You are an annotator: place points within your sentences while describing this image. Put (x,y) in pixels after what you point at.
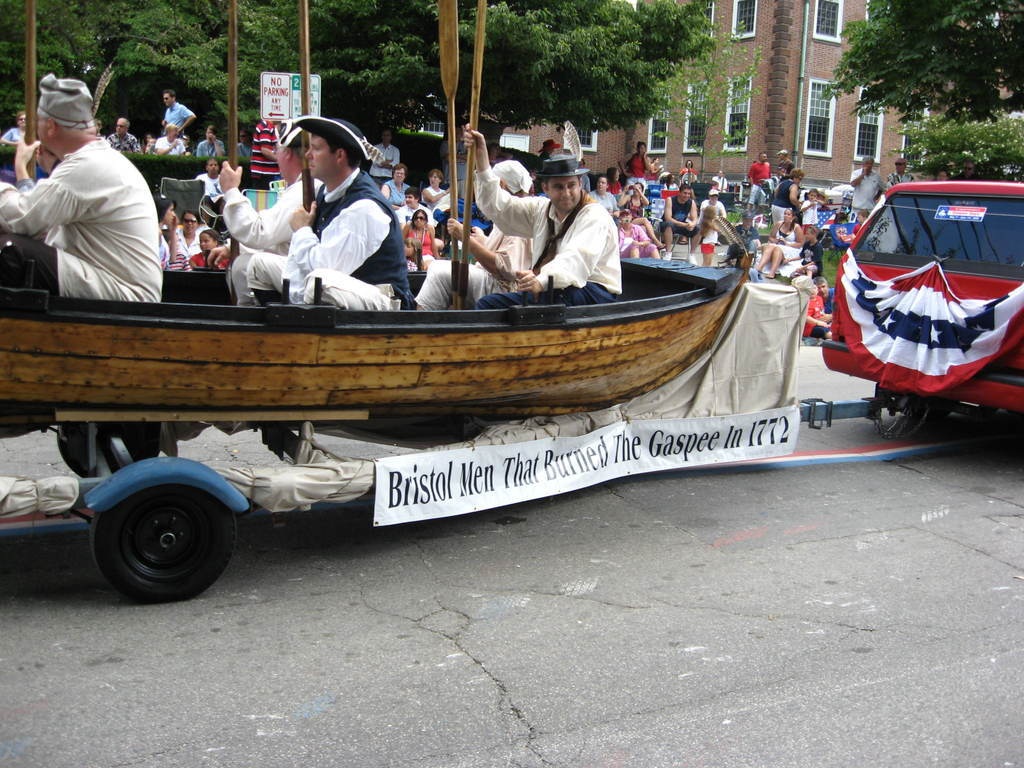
In this picture we can see a group of people (354,228) holding paddles (236,243) and sitting in a boat (233,340) and it looks like the boat (501,316) is on the cart (99,504). Behind the boat (317,333), there are boards (283,88), people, trees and a building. On the right side of the image (929,252), there is a vehicle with a cloth (913,325). The cart (107,521) is attached to the vehicle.
